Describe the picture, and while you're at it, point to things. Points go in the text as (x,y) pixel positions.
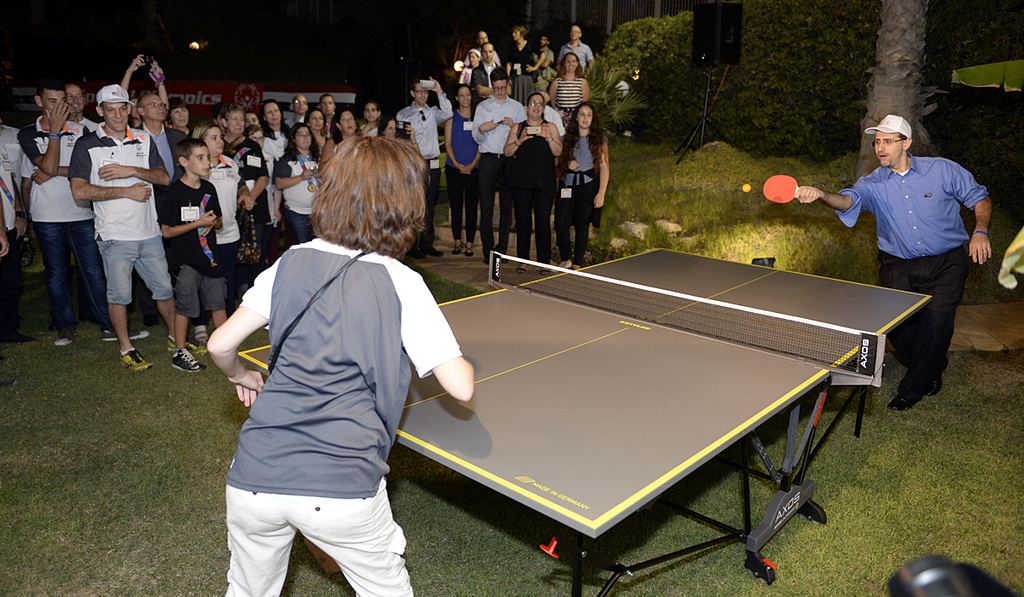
In this picture we can see two persons (317,352) playing table tennis and some group of people (427,149) watching it and taking pictures with their mobiles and in background (602,71) we can see speakers (723,53), trees (743,63), light (197,46) and it is dark.
